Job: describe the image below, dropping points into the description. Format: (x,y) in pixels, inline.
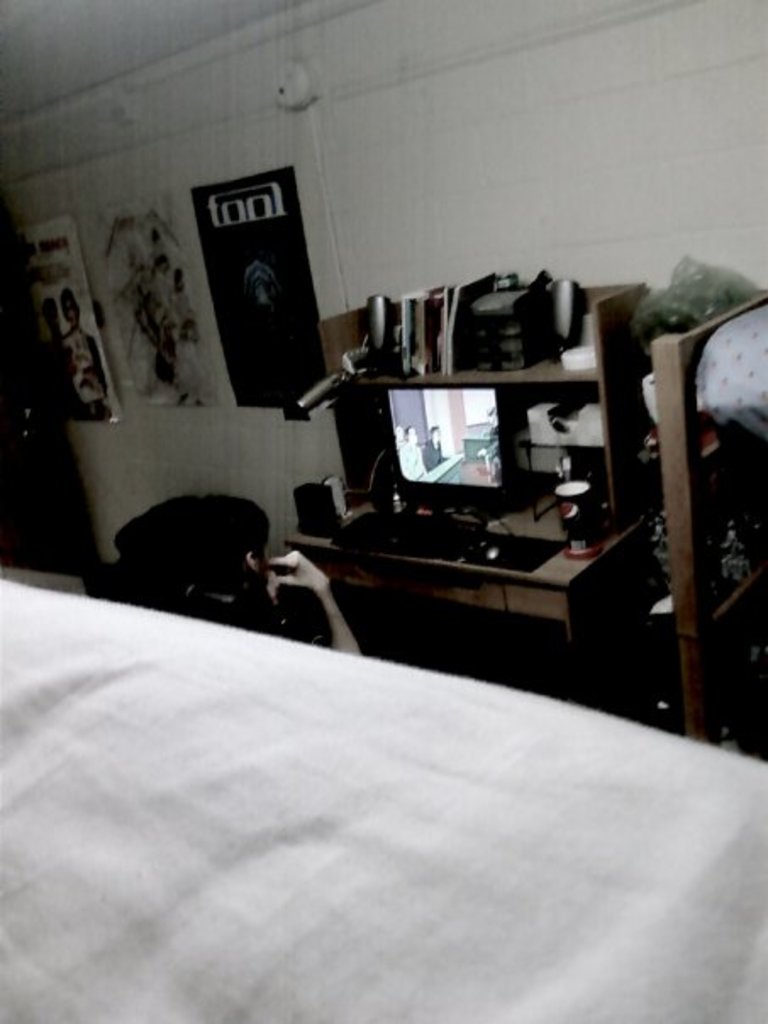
In this image I can see the white colored bed (222,899), a person (244,552) sitting on a chair (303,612) in front of a table (553,596) and on the table (546,575) I can see a system (419,500), few speakers (336,497), a glass (583,545) and few other objects (449,345). I can see the white colored wall (581,153), few posters (159,261) attached to the wall (565,157) and the white colored ceiling (130,34).
